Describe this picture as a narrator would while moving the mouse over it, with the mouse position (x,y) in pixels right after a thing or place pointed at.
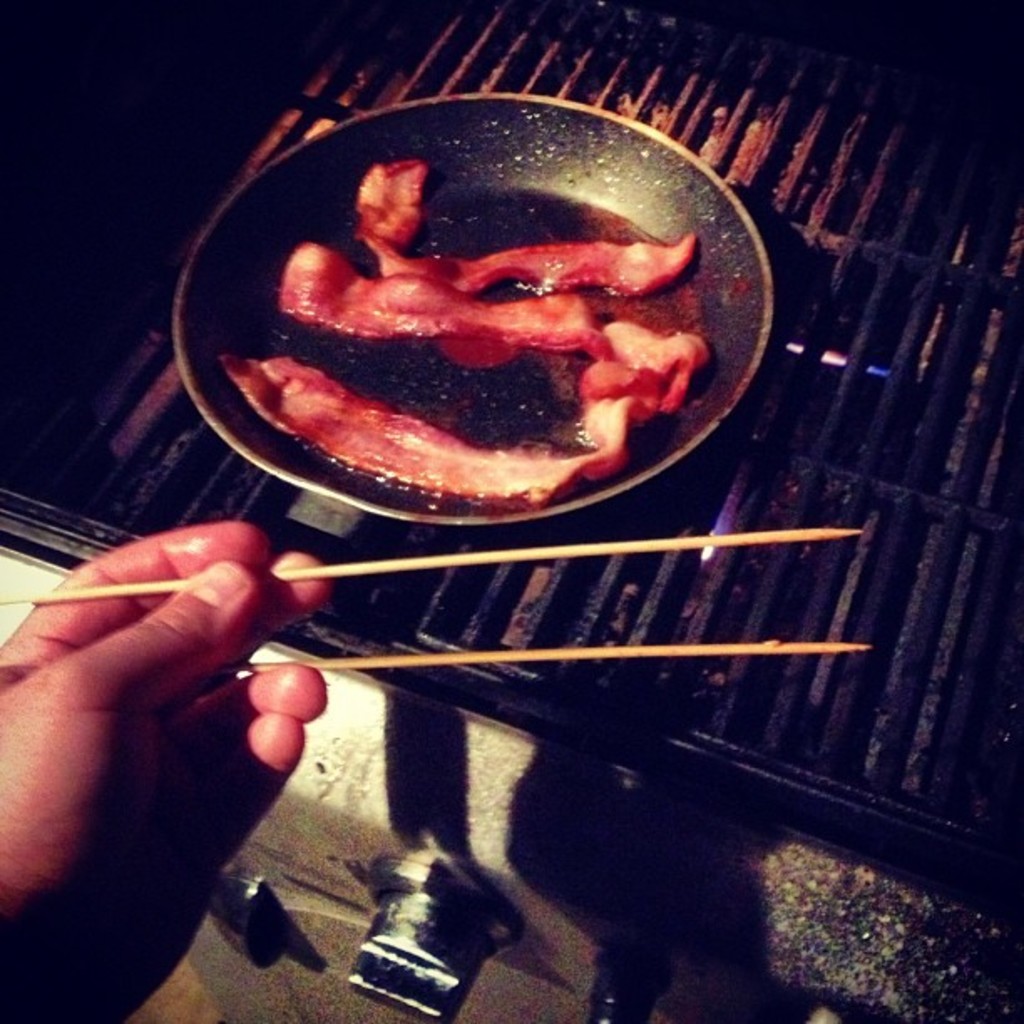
In this image we can see pan (473,398) with meat (532,326) on the grill (851,525). And there are buttons (475,916) and person's hand (152,728) holding chopsticks (674,546).
